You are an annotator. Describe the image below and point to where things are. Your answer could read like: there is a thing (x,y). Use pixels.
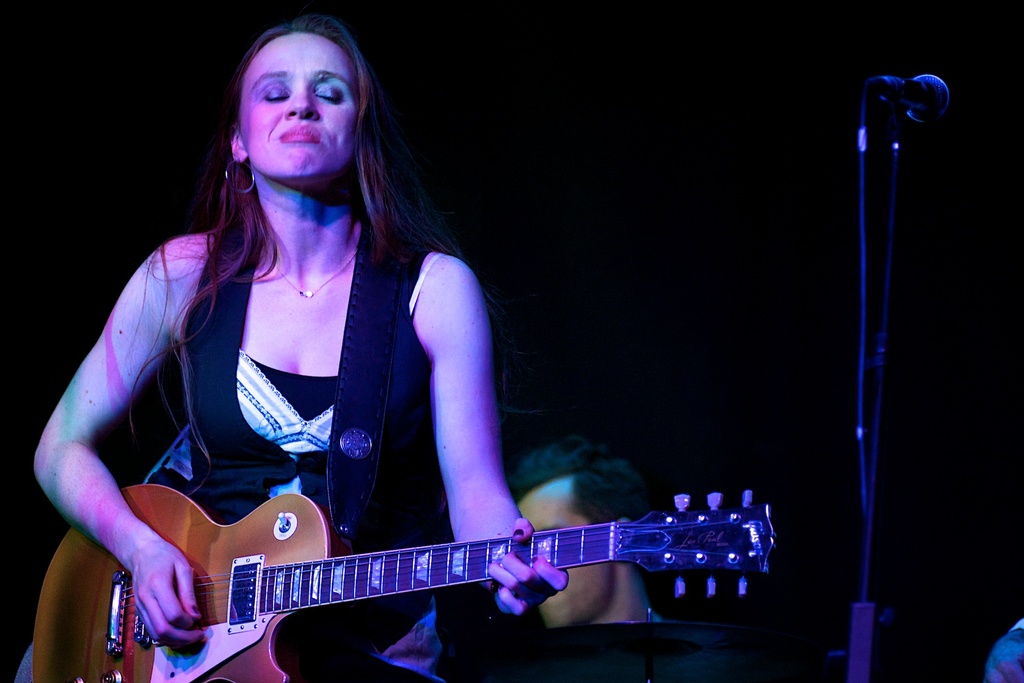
In this image I can see a person (308,203) standing and playing guitar (140,630). At the back (569,463) I can see there is a person (624,459).
